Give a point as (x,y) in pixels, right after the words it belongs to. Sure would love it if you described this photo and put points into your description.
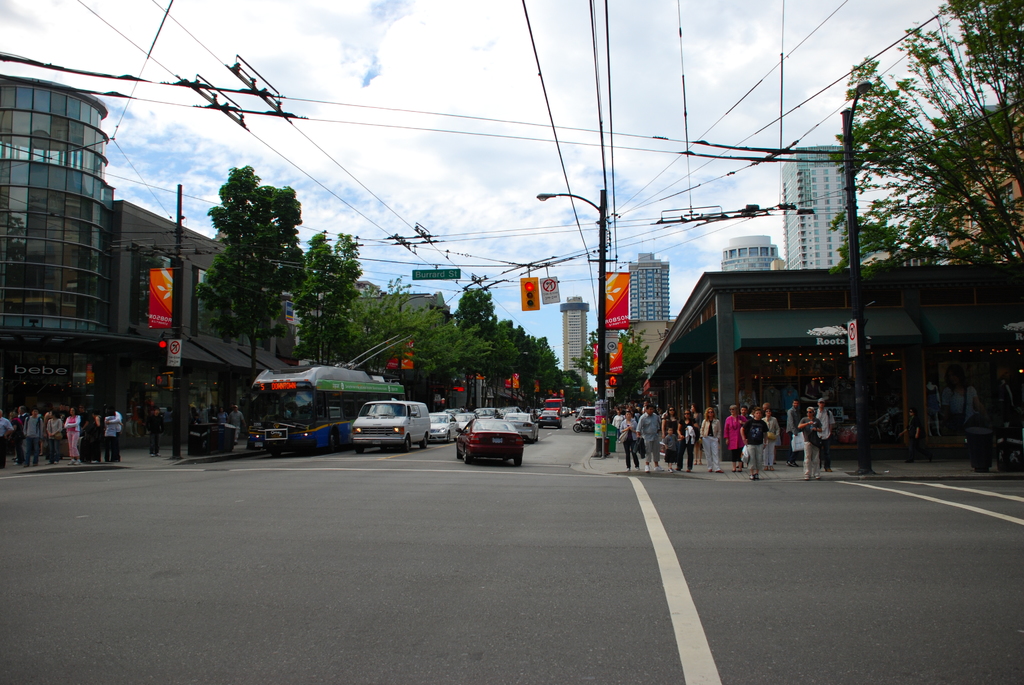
In the background (430,79) we can see sky (473,79) with clouds (473,79), traffic signals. On either side of the road (528,476) we can see people (149,417) and there are vehicles (508,457) on the road (446,479).
